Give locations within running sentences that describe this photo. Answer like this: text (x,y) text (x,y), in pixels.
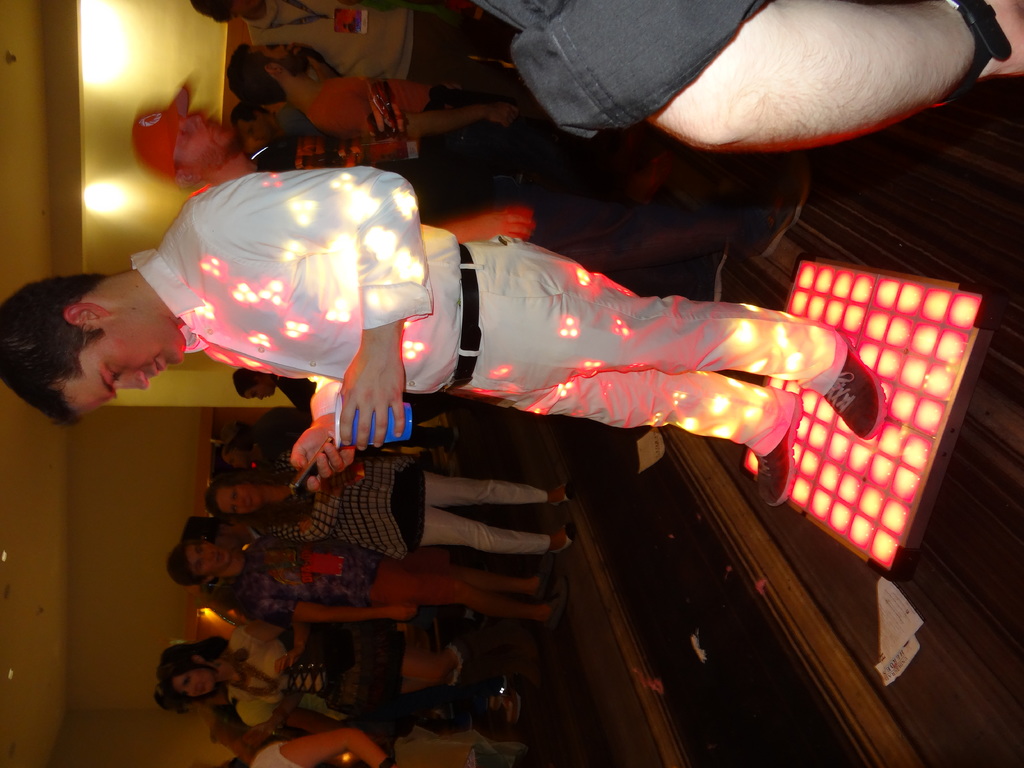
In the center of the image (412,302) a man (432,257) is standing and holding mobile (314,460), glass (358,414). In the middle of the image (505,485) we can see a group of people (446,481) are standing. On the right side of the image (919,522) we can see the dance floor (802,441) with lights (878,474). At the bottom of the image (712,663) we can see the floor (656,639). On the left side of the image (114,438) we can see the wall (141,441), lights (112,194) and roof (61,221).
